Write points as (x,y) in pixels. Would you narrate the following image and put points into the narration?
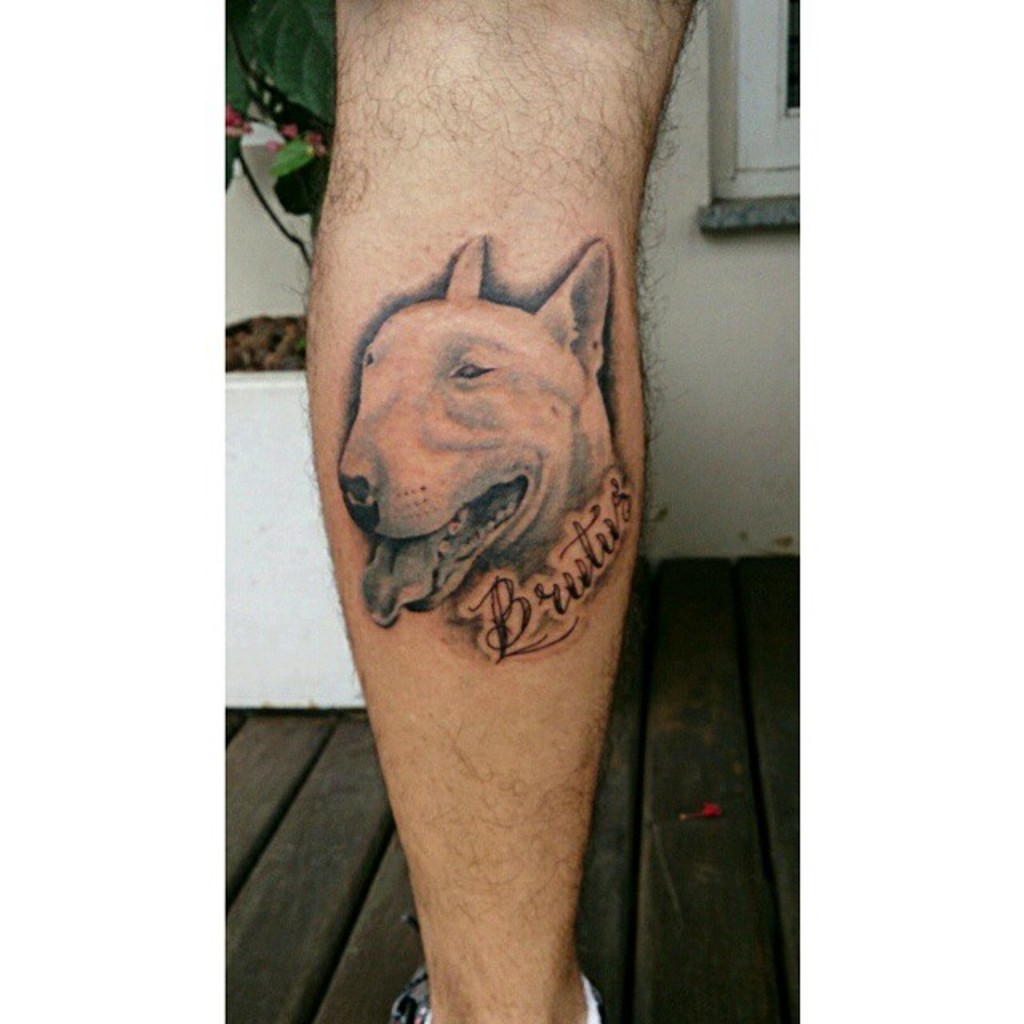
In this image we can see tattoo (477,532) of a dog (477,544) on some person's leg (454,445) and in the background of the image (301,178) there is plant (294,67) and a wall (711,56).
